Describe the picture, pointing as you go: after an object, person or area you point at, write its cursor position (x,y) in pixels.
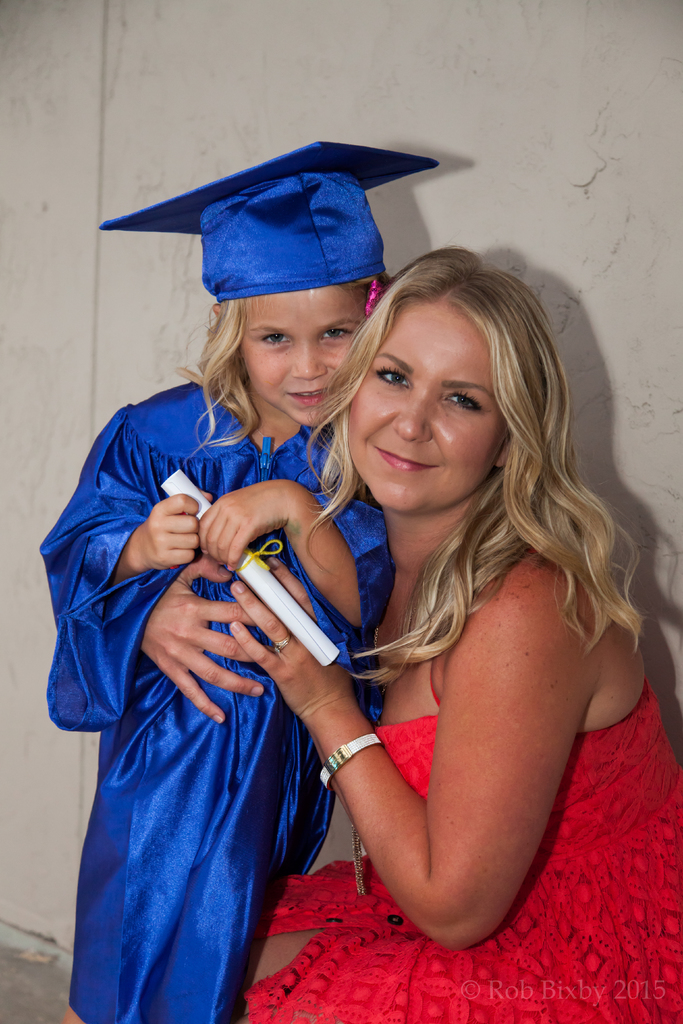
In this image I can see a woman (601,739) wearing red colored dress (588,867) and a child (308,376) wearing blue colored dress (214,937). Child (214,522) is holding a paper (194,501) in hands (186,515). I can see the wall (507,198) in the background (494,130).
